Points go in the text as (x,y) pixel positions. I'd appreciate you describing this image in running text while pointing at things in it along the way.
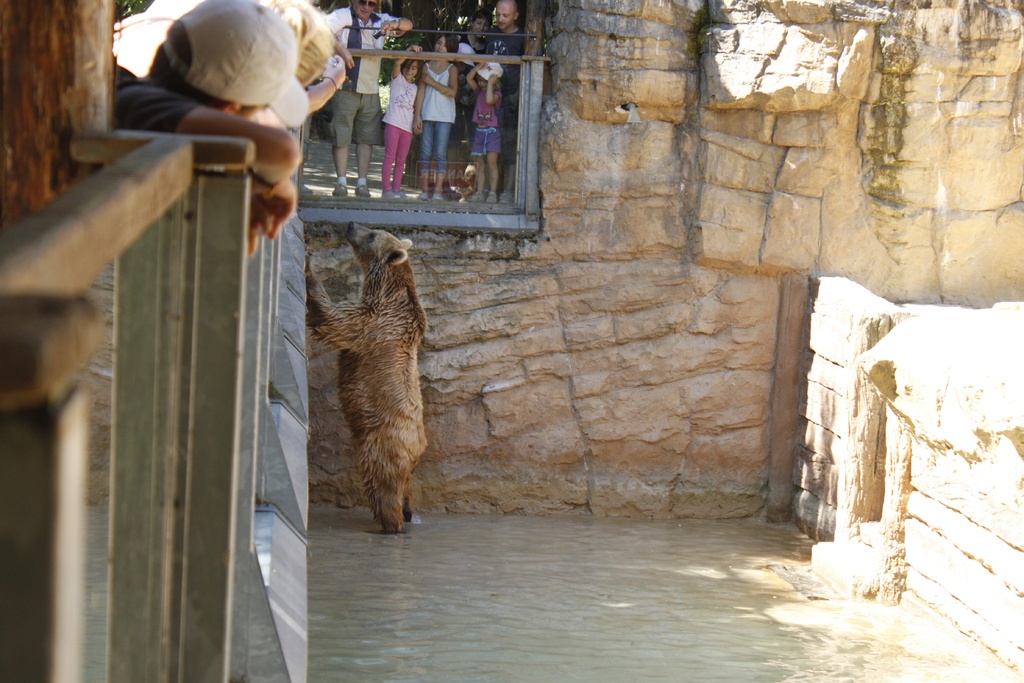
There is one bear (388,349) is present as we can see in the middle of this image, and there is a wall (552,285) in the background (526,285). There are some persons (345,50) standing at the top of this image (416,96). There is a fencing (263,317) on the left side of this image (219,290).
